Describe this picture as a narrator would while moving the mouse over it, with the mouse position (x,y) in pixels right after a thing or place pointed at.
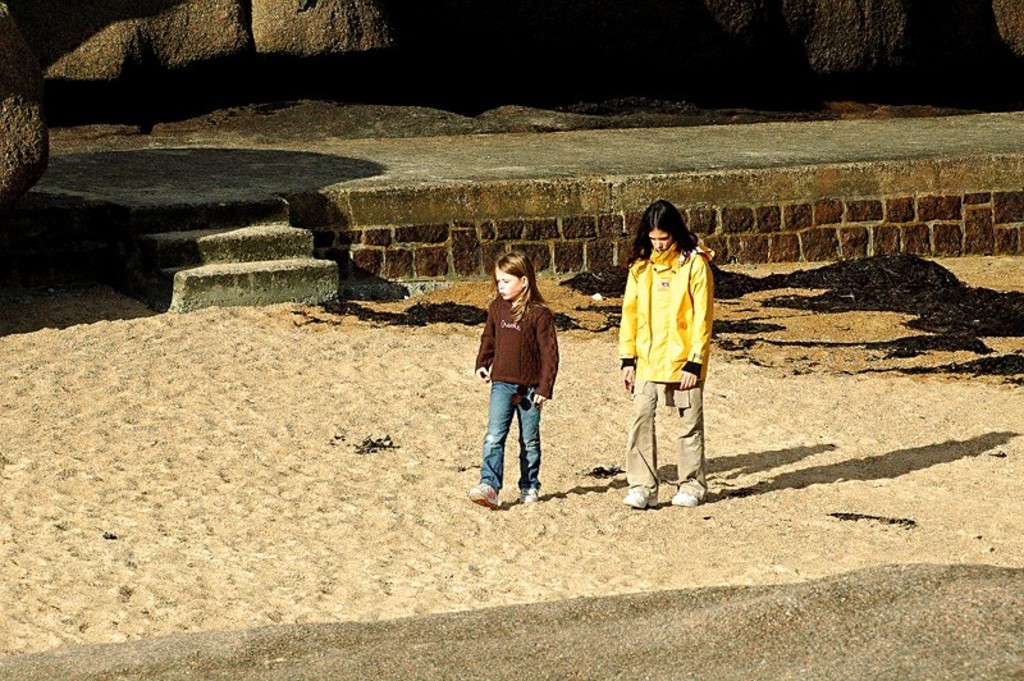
In this image we can see two people (628,391) standing on the sand (621,502). On the backside (556,275) we can see a platform (472,197) with staircase (310,230) and some rocks (800,62).
